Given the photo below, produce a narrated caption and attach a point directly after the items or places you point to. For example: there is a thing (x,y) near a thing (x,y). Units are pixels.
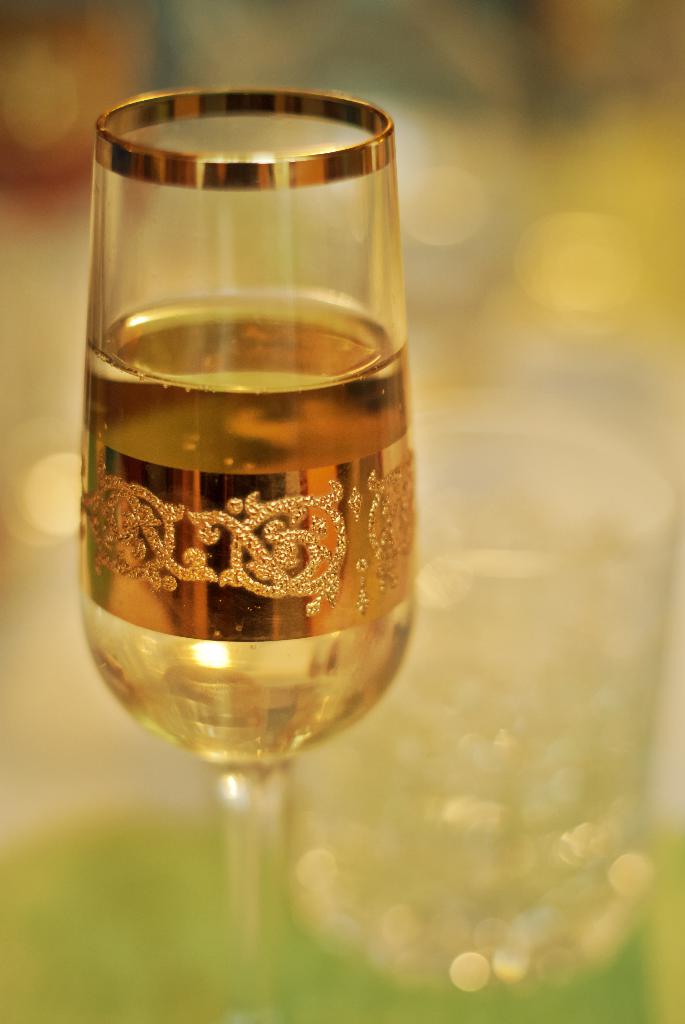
In this image we can see a glass (314,487) with some drink (305,726) on the surface (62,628) and the background (497,358) is blurred.
